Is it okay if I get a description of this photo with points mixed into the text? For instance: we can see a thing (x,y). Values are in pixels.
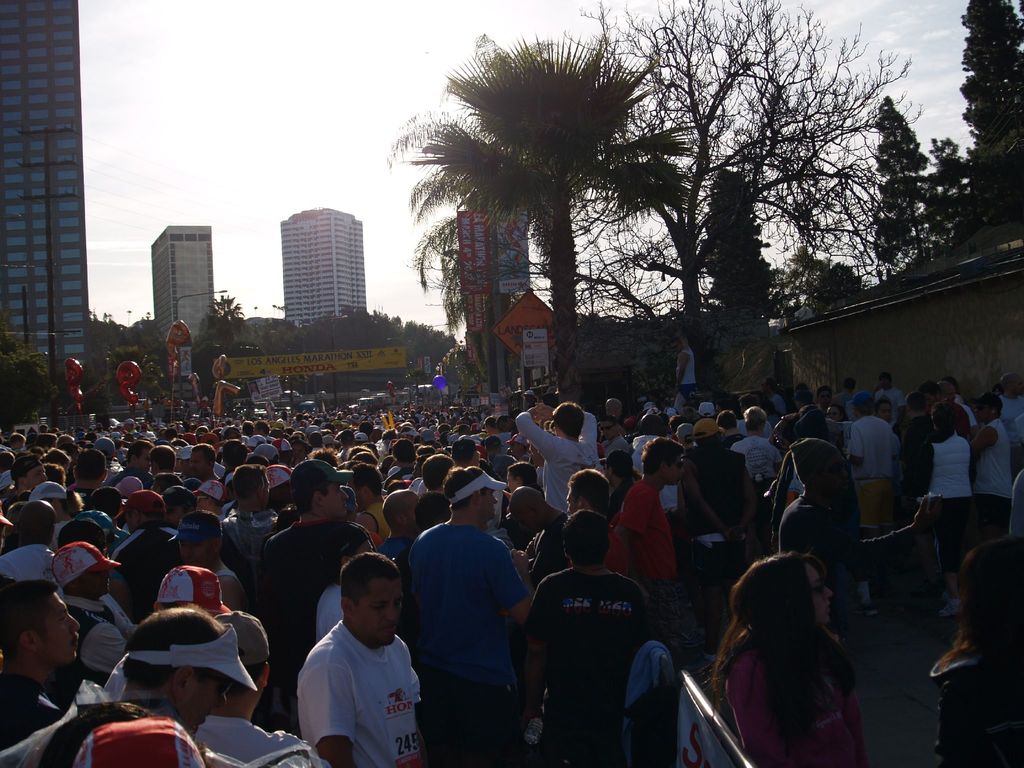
In the foreground of the picture (148,569) we can see crowd (421,499). In the middle of the picture (507,267) there are trees (609,211), buildings (295,320) and various objects (351,365). At the top (406,70) there is sky (193,116).
